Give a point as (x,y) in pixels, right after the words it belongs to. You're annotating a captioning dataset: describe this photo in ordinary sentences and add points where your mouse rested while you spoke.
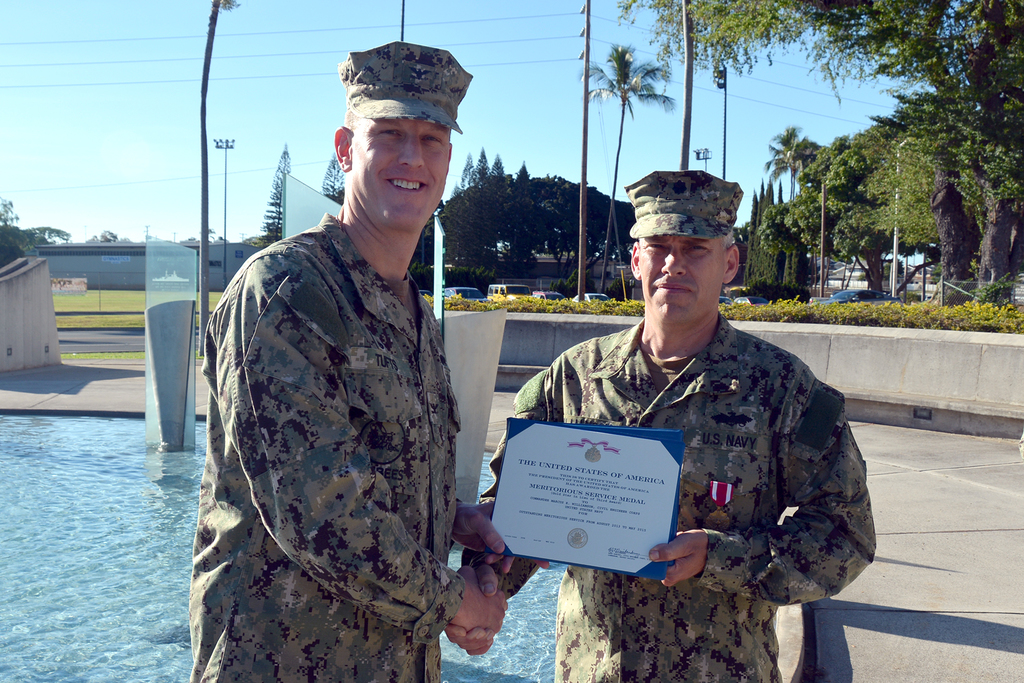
In the center of the image (386,448) we can see two people (717,661) standing and shaking their hands (455,623). The man (608,595) standing on the right (693,567) is holding a certificate (579,560) in his hand (672,579). On the left (99,548) there is water (102,502). In the background (167,205) there are poles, trees (607,225), walls (23,285), wires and sky (569,125).
